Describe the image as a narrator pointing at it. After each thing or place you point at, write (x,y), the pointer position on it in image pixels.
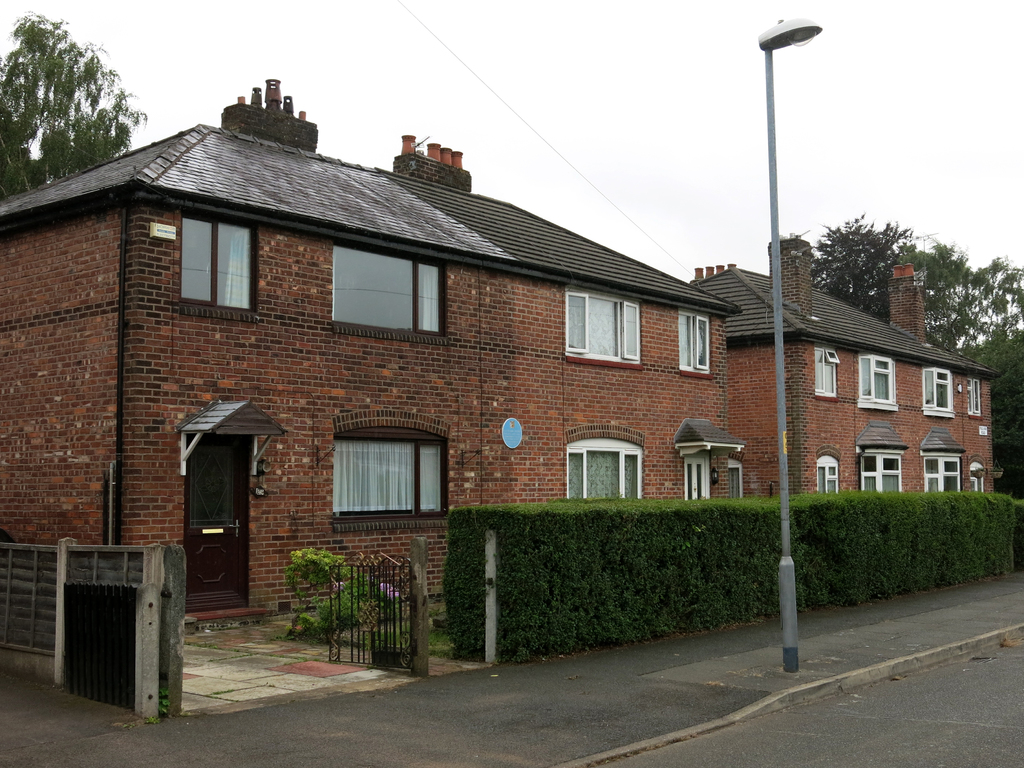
In the image we can see a building (681,383) and the windows (629,345) of the building (562,342). This is a gate (366,620), fence (143,657), plant (589,562), tree (66,132), sky (632,77), light pole (775,334), footpath (741,640) and a road (944,732). This is a door (230,536).
